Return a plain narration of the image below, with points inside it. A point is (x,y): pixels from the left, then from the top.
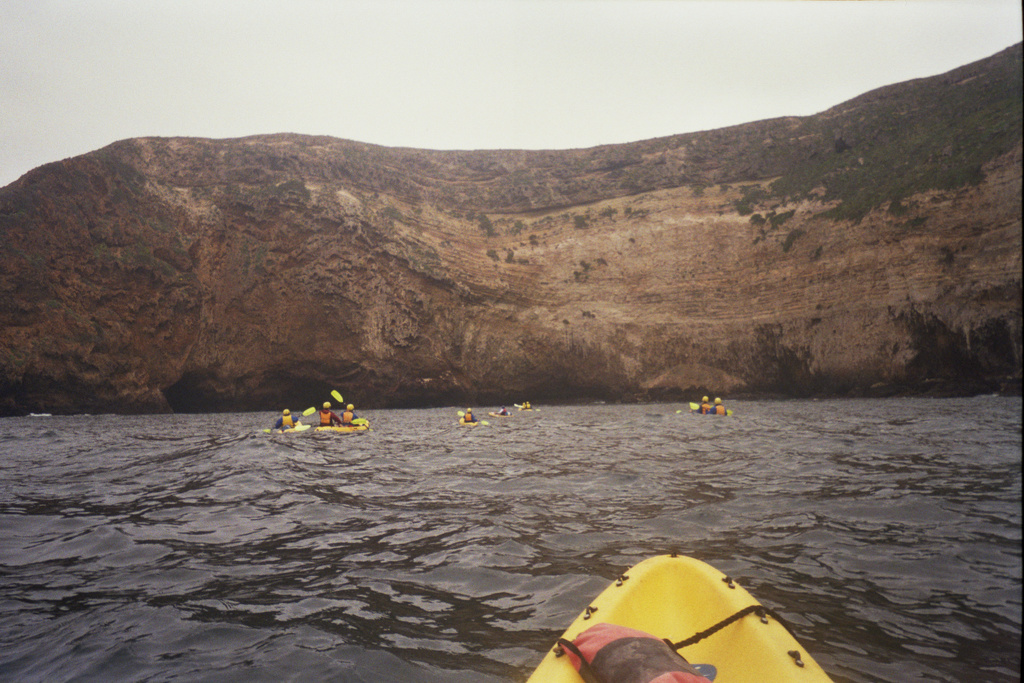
In this image we can see a hill (720,266). There are few people (292,416) in the image. There are few watercraft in the image. We can see the sea (359,565) in the image. We can see the sky (355,62) in the image.
